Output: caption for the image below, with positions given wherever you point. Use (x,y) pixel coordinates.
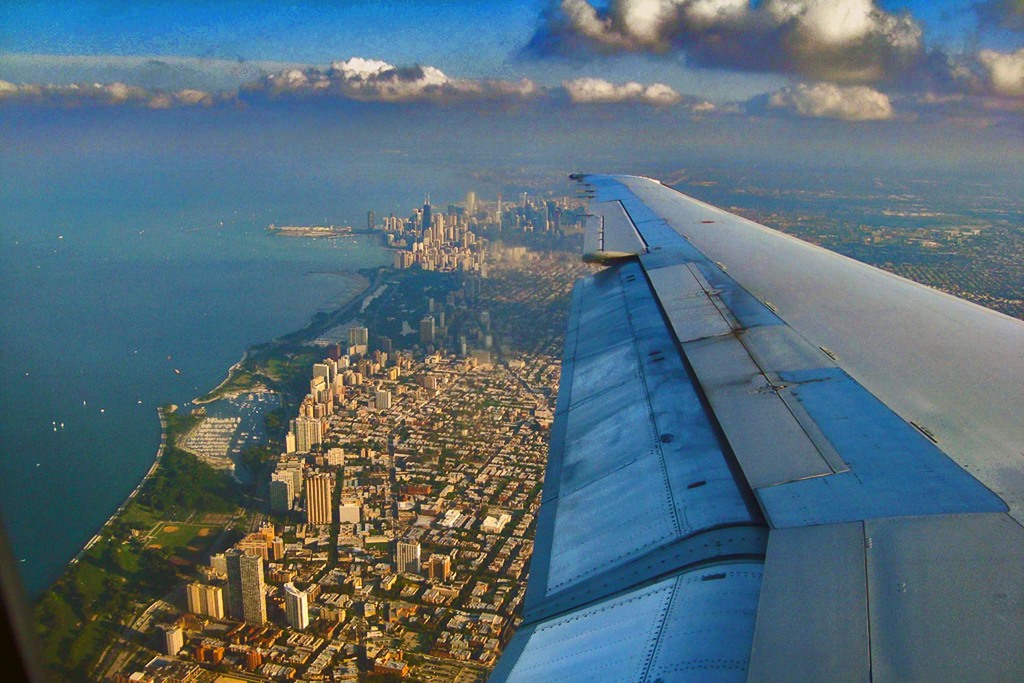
On the right side of the image (738,443) there is a wing (720,509) of a plane (754,404). Below that wing (631,311), on the ground (394,450) there are buildings (407,396) and trees (221,475). And also there is water (233,231). At the top of the image (500,31) there is sky (514,79) with clouds (859,65).
